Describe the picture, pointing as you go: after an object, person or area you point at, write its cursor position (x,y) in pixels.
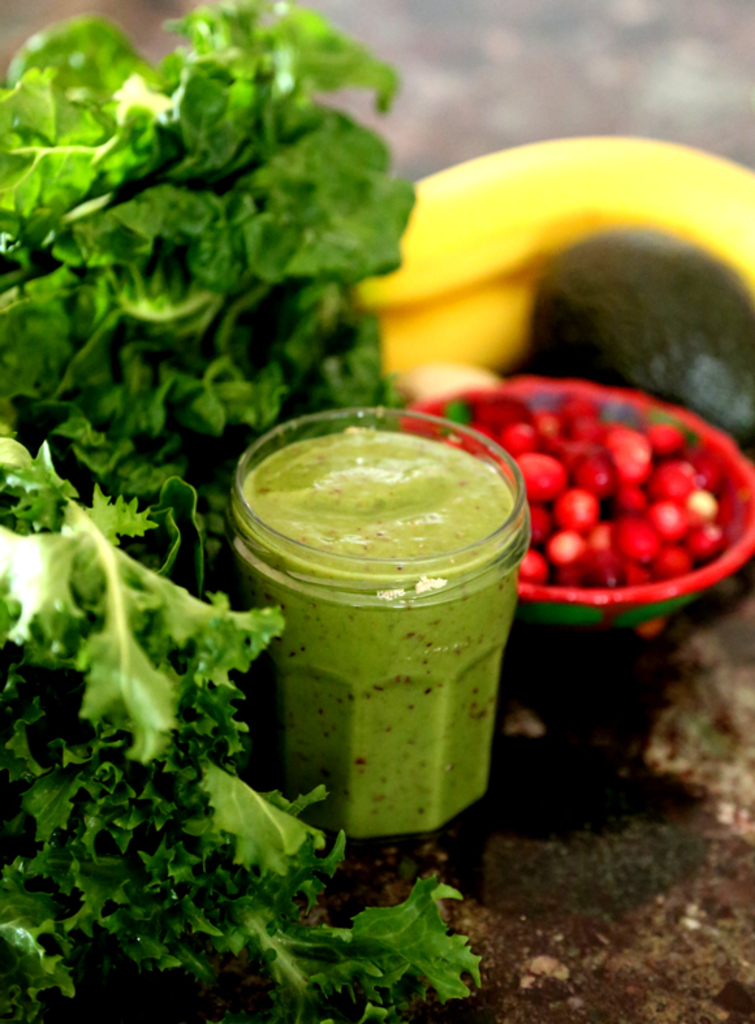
In this image I can see leafy vegetables (248,401), sauce (427,701) in a jar (447,610), banana (476,341) and fruits (610,483) in a bowl (659,462) may be on a table (571,668). This image is taken may be in a room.
